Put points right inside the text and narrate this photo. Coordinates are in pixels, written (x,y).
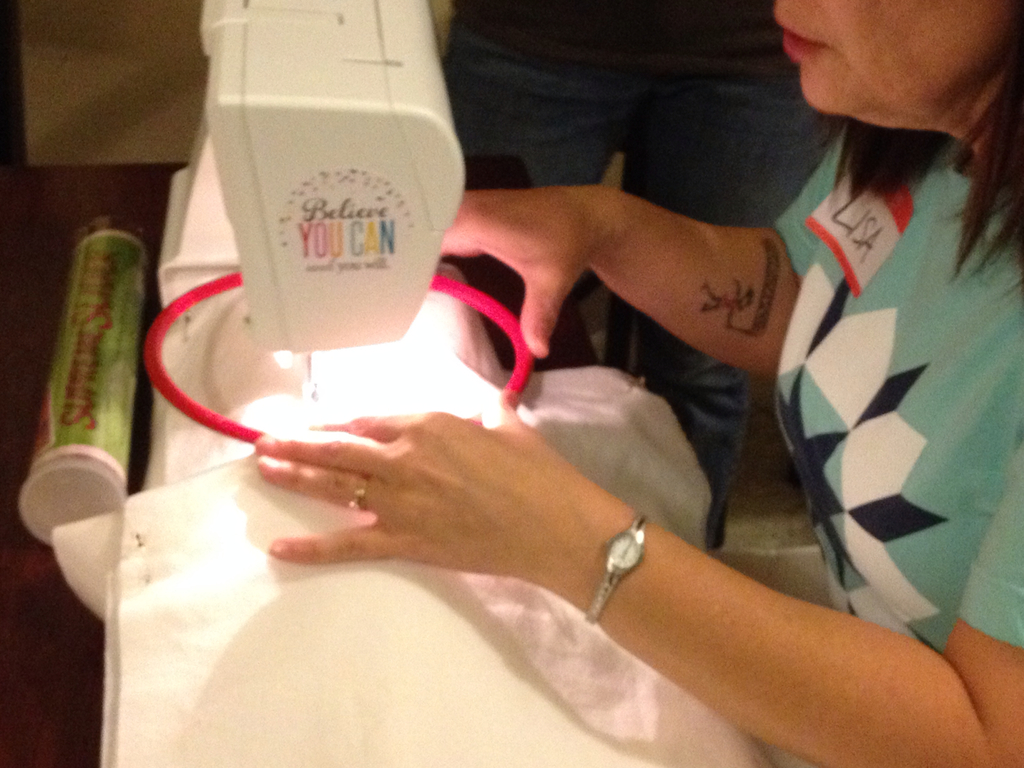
In the picture we can see a woman (492,473) stitching the cloth (546,761) under the machine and beside her we can see a person (712,396) is standing.
